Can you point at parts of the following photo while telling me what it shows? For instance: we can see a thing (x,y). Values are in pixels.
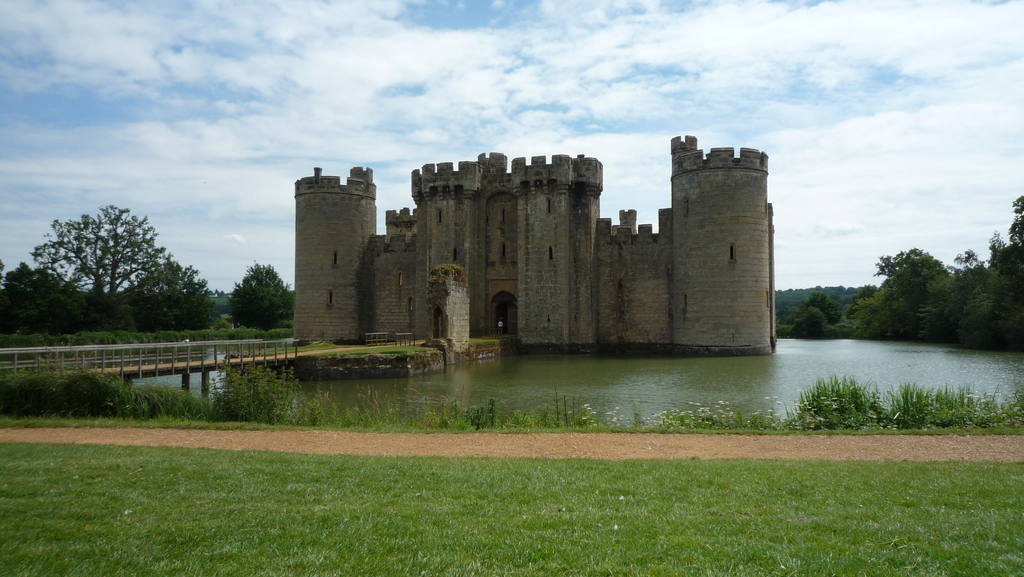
On the ground (268,468) there is grass (436,492). Also there is a road (244,431). In the back (532,378) there is water (418,379). On that there is a bridge (158,353) with railings (187,354). In the background (367,260) there is a building (560,274). Also there are trees (795,321) and sky (580,107) with clouds (479,91).
